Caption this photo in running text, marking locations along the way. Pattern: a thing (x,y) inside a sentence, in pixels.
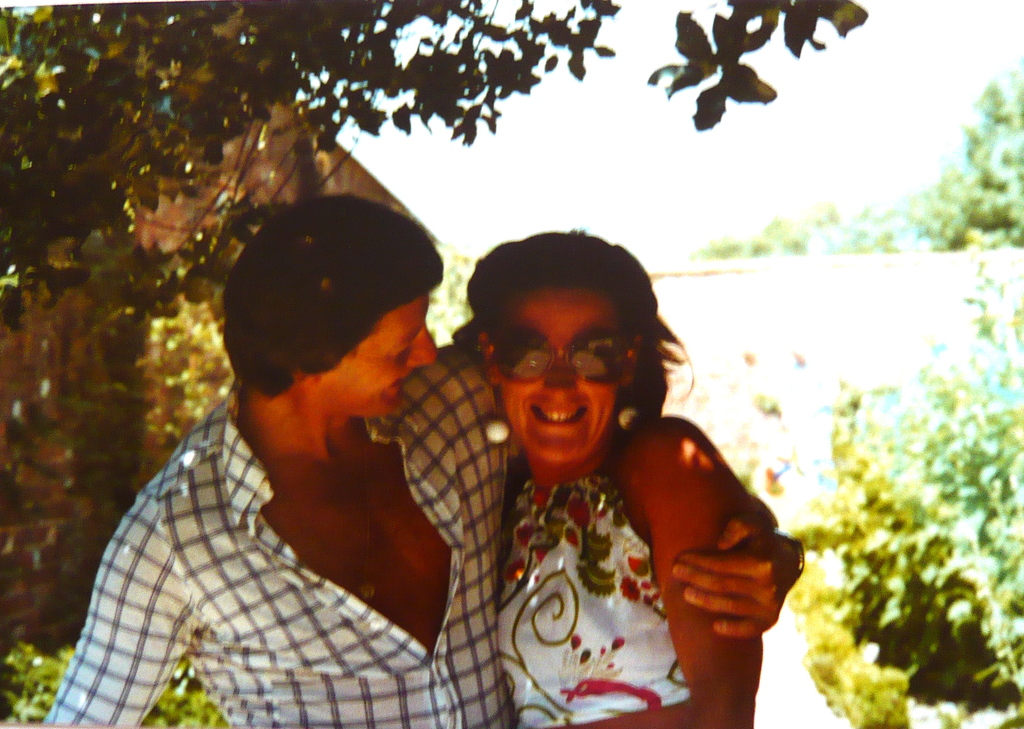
In this image there is a couple (542,310) with a smile on their face (554,345), behind them there is a house (251,167) with red bricks (75,308), trees (60,275), plants (918,424) and the sky (549,164).
